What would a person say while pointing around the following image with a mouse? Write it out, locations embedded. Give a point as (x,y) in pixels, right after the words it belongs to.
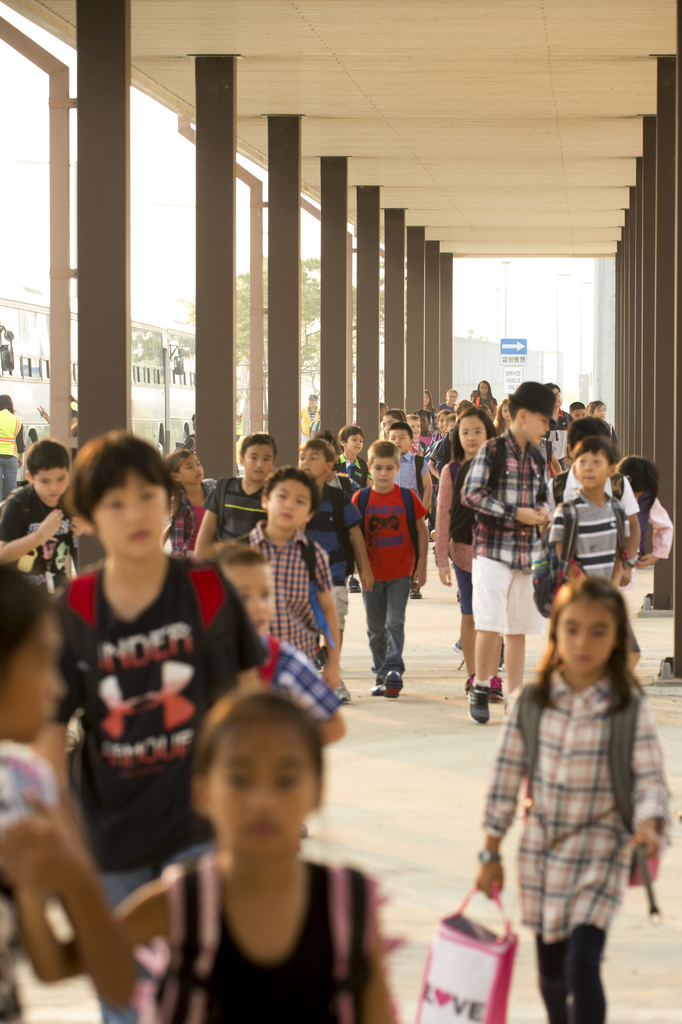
In this picture I can see many children (535,427) who are walking on the corridor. Beside them I can see the pillars (366,303). In the background (251,306) I can see the sign boards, street lights (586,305), poles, trees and building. In the bottom right (649,761) there is a girl (566,757) who is holding a bag (472,945). In the top left corner (136,125) I can see the sky (8,63).
